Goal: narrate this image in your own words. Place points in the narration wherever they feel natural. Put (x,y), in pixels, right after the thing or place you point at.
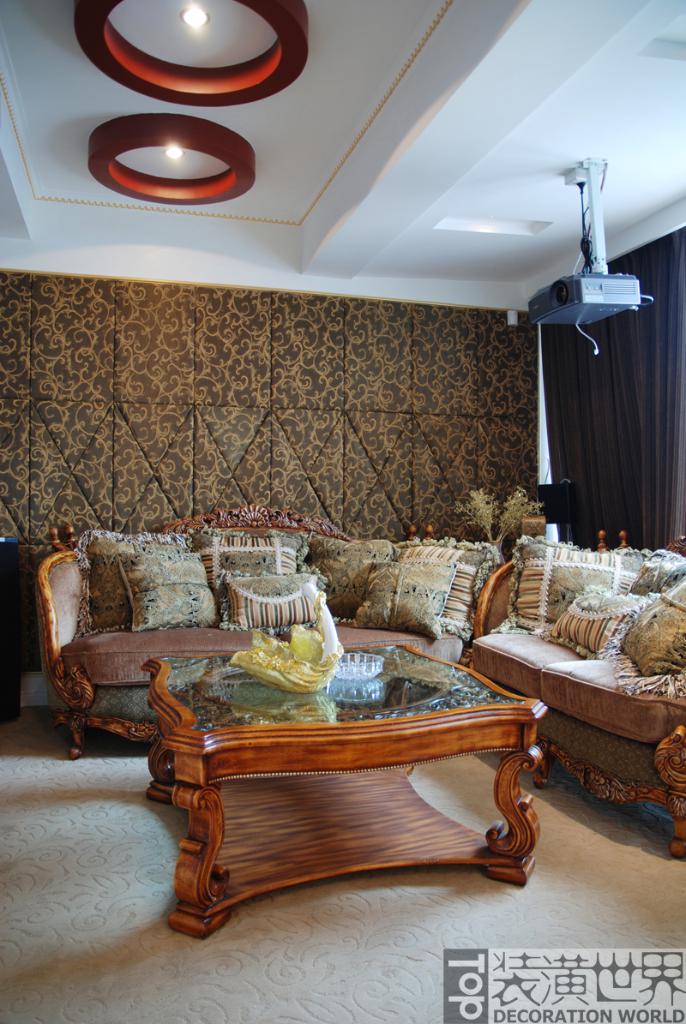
It's a sofa (134,651) in the middle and at the top (214,74) there are lights (214,85) on it.
